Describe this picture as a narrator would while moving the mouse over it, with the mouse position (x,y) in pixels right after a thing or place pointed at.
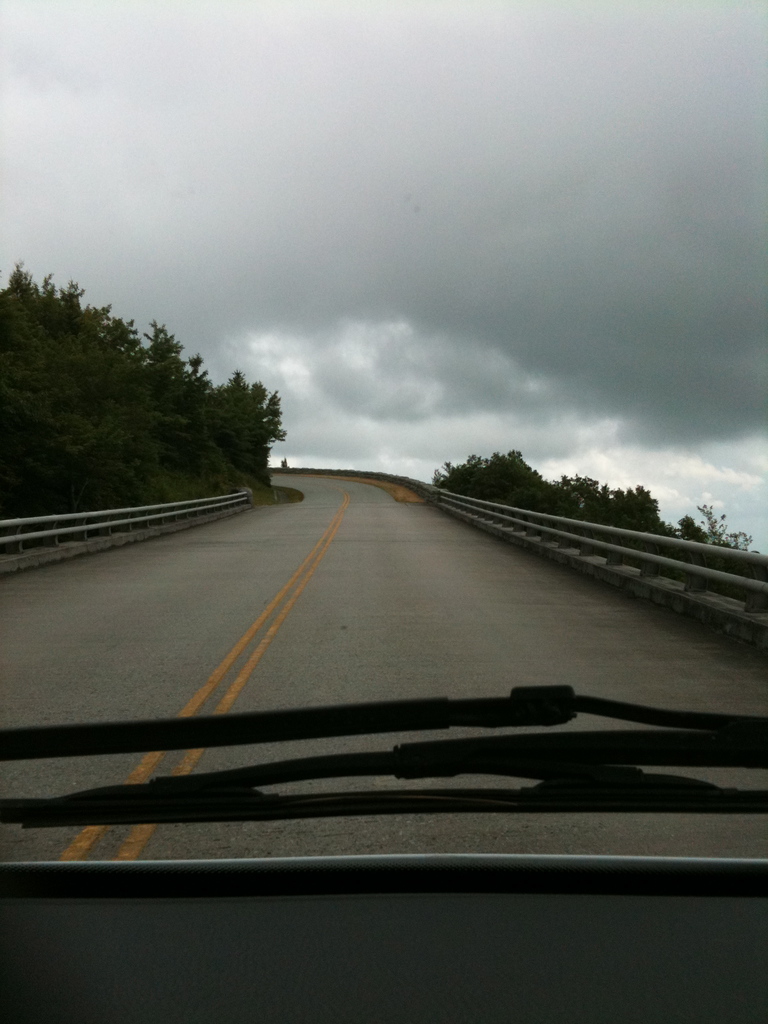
In this image we can see road (378,638), fencing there are some trees (22,337) and in the background of the image (373,237) we can see cloudy sky (475,353).
